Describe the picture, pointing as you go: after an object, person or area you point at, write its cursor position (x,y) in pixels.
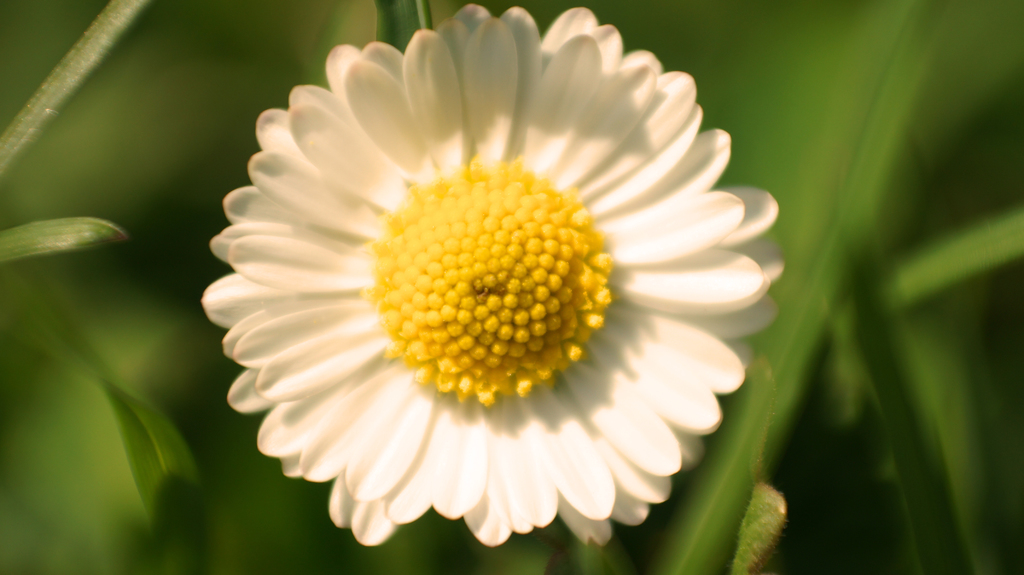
In the picture we can see a flower (683,365) and there is a blur background (1007,365) with greenery (70,243).
